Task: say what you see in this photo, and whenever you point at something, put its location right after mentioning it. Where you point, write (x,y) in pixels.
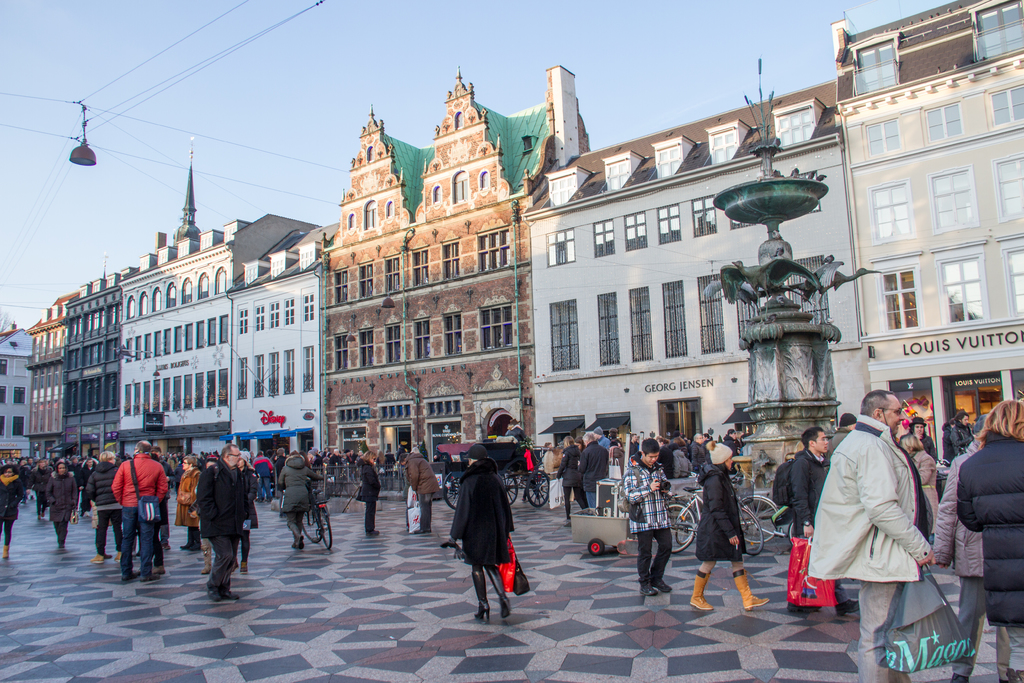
In this picture we can see a group of people (960,525) where some are standing and some are walking on the road (351,648), bicycles (688,504), bags (943,629), buildings (279,341) with windows (445,321), statue (754,280) and in the background (438,74) we can see the sky (524,87).
